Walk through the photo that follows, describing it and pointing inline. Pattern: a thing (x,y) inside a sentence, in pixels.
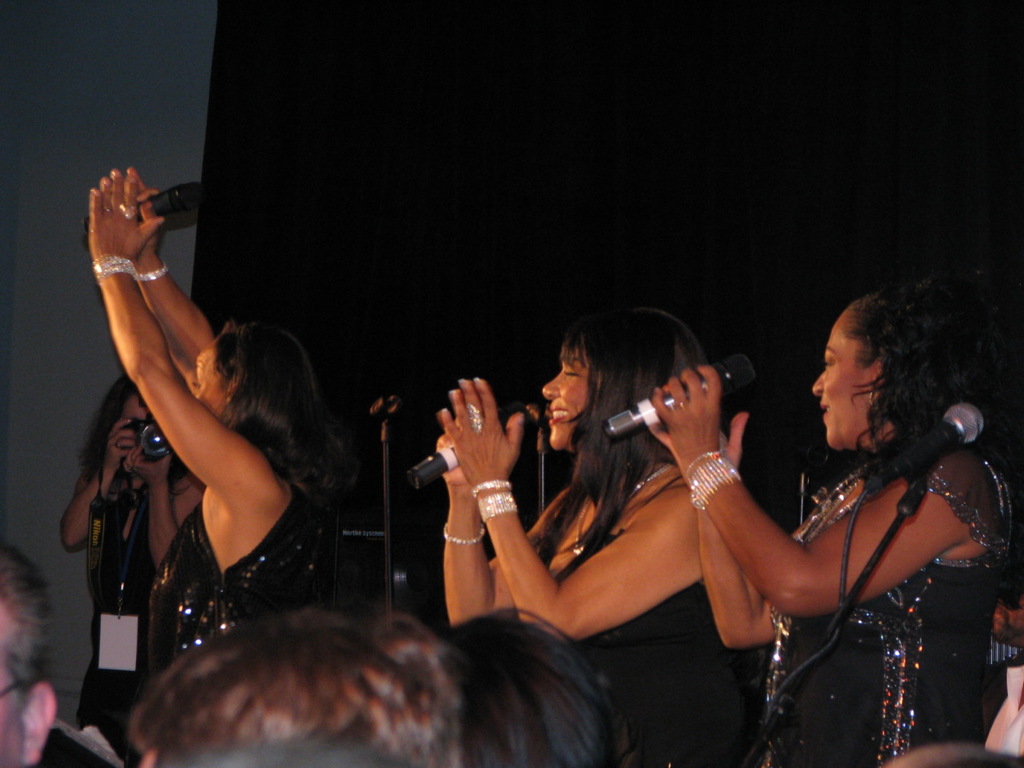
This picture is clicked inside. In the foreground (514,683) we can see the persons (300,730). In the center (592,401) we can see the three persons (579,441) holding microphones (447,452) and standing on the ground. In the background (766,127) there is a wall (108,154) and a curtain (454,225) and we can see a person (145,466) holding a camera (158,452) and seems to be taking pictures.
